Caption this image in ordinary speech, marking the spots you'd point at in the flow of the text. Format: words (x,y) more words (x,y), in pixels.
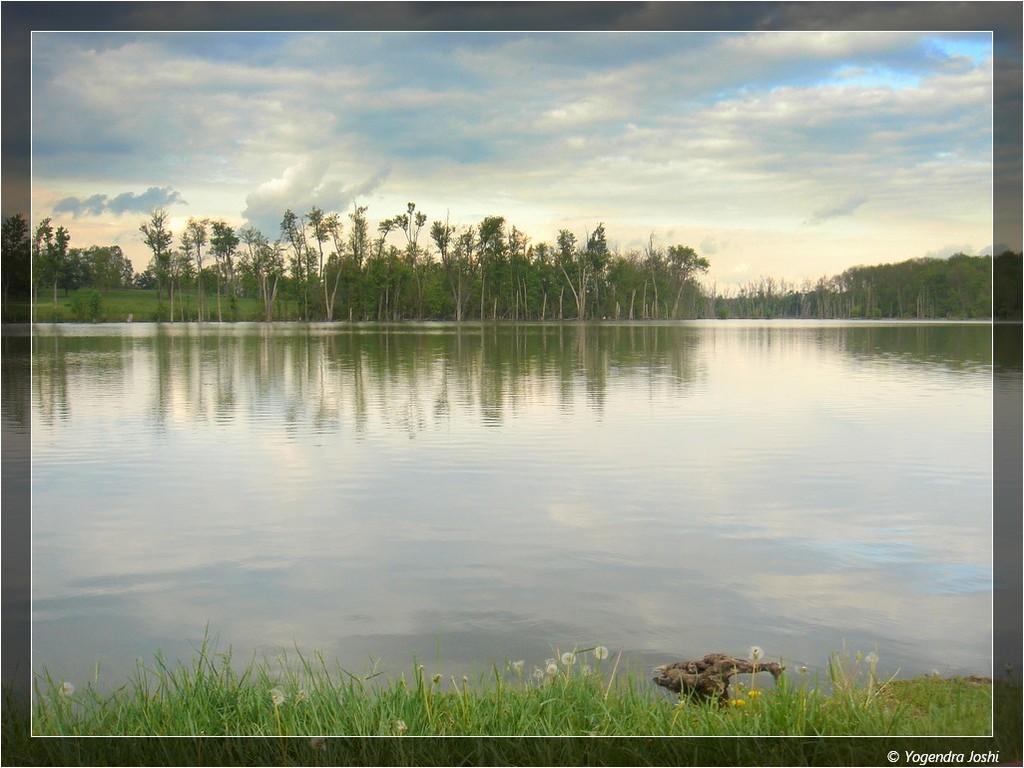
In this picture we can see the grass (456,699), water (492,456), trees (894,318) and in the background (249,164) we can see the sky (508,185) with clouds (533,117).
